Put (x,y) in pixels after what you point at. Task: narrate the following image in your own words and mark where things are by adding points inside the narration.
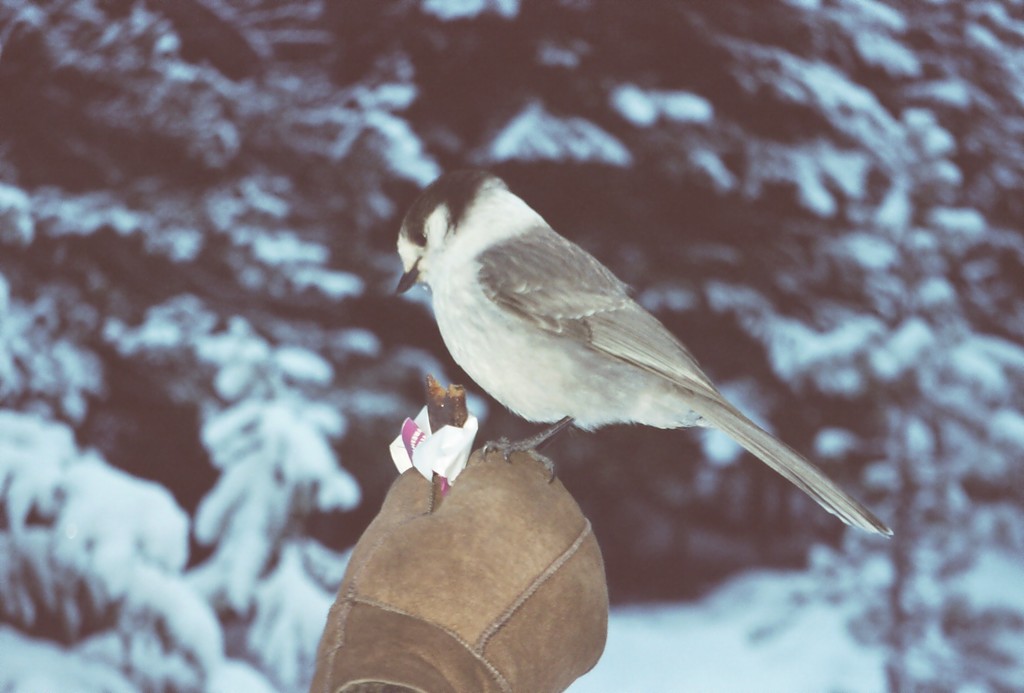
A bird (531,306) is sitting on the glove (504,572), there are trees (401,177) with snow (239,452) on it.
